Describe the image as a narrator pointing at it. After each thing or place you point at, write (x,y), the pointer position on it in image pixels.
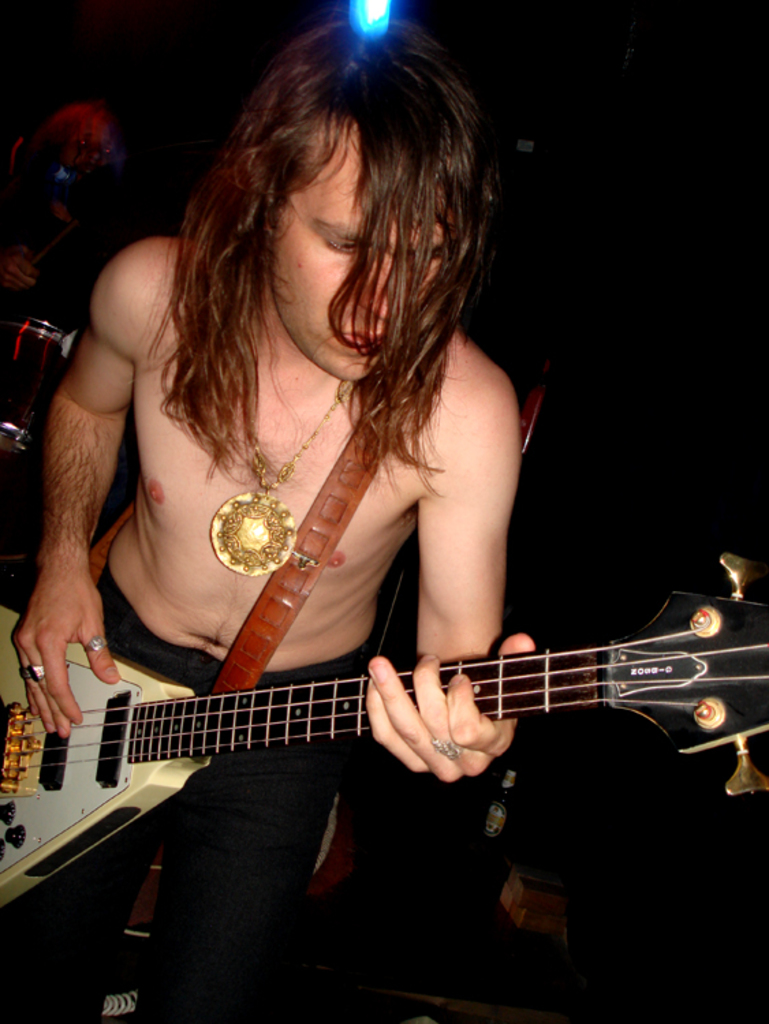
This picture consists of a person (496,623) standing and playing a guitar (289,699). In the background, the musical instruments (51,338) are kept. In the bottom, a bottle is kept. The background (619,831) is dark in color. And on the top (364,15) a light (384,3) is there. This image is taken on a stage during night time.
